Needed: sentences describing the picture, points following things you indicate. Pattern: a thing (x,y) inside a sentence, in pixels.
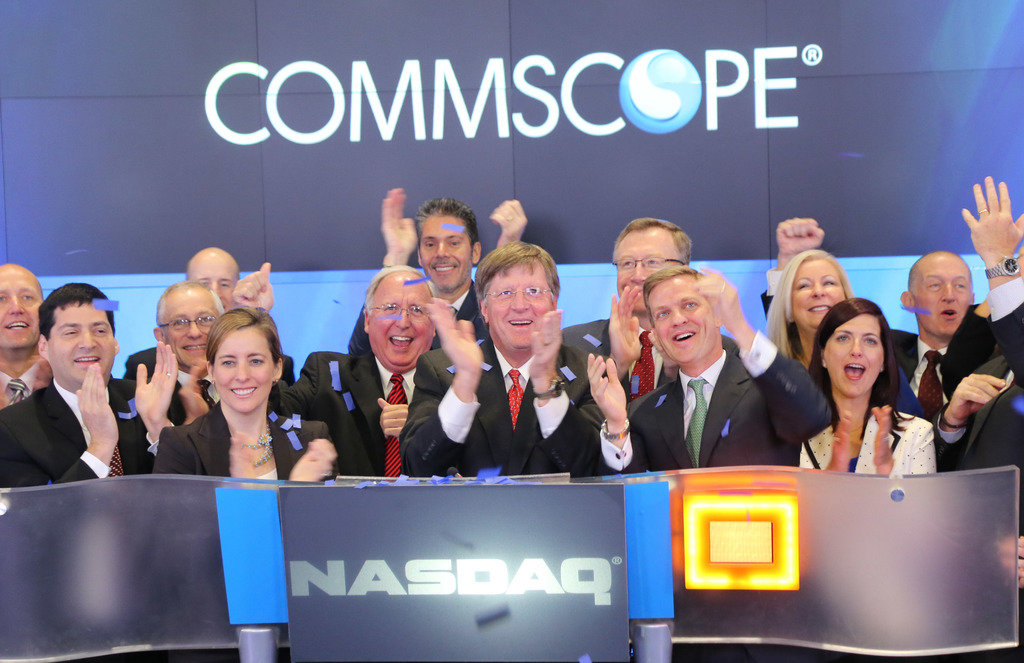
In this image we can see men (407,368) and women (218,368) are smiling and clapping. They are wearing coats (359,432). In front of them glass table (494,579) is there. Behind the board (670,205) is present.
